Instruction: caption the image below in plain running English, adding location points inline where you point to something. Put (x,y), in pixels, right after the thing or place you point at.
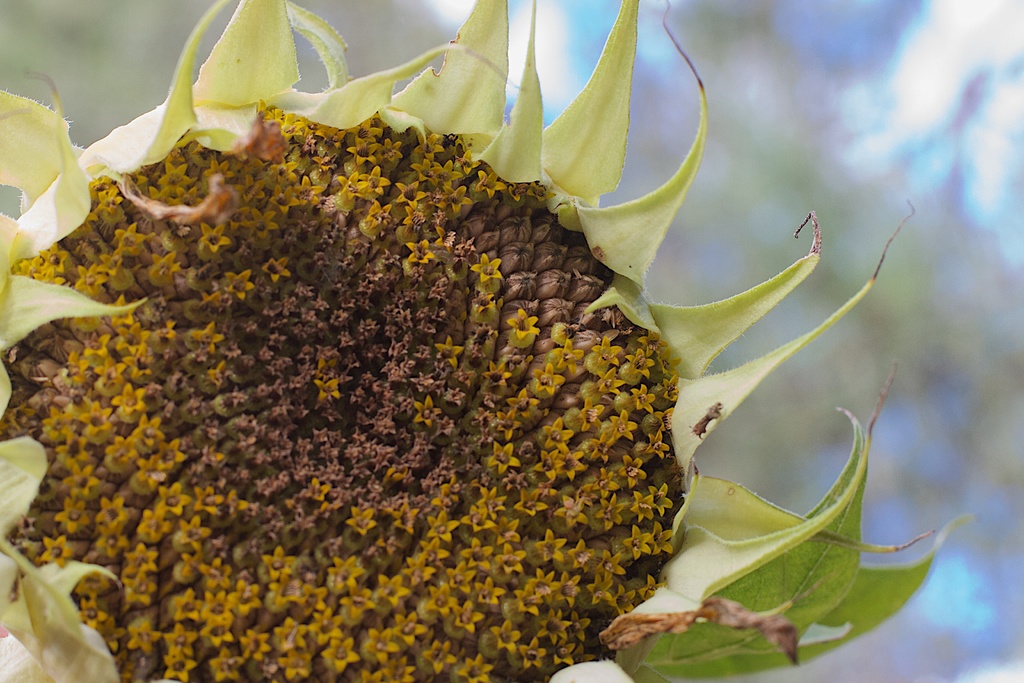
In this image I can see yellow and brown colour flower (308,409). I can also see green colour leaves (56,222) and I can see this image is blurry from background (150,16).
